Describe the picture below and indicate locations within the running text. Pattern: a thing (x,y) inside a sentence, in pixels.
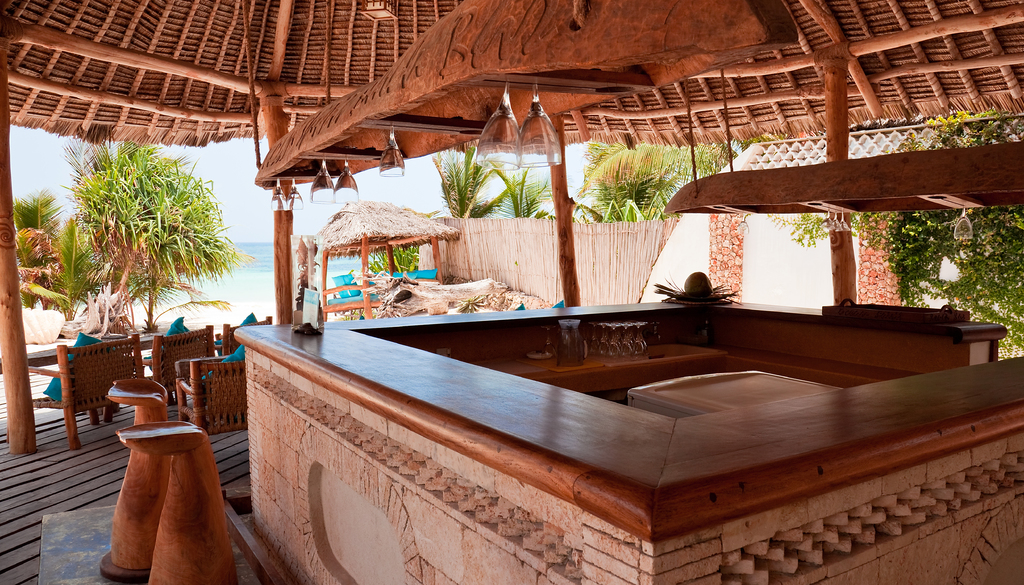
In this picture we can see some huts (850,248), in which we can see some chairs (198,387) are arranged along with the tables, we can see some trees (213,270) and water (257,272).
